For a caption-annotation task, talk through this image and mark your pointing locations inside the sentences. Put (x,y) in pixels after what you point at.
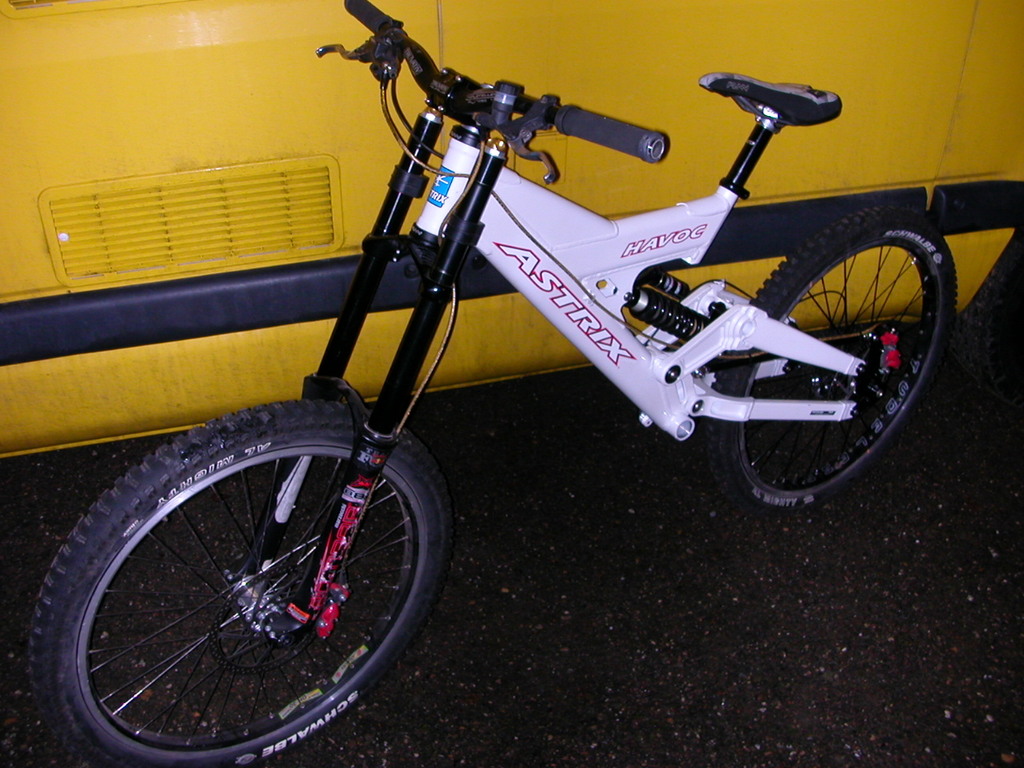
In this image I can see black colored ground (722,625) and on it I can see a bicycle (335,466) which is black and white in color and a vehicle (228,140) which is yellow and black in color.
